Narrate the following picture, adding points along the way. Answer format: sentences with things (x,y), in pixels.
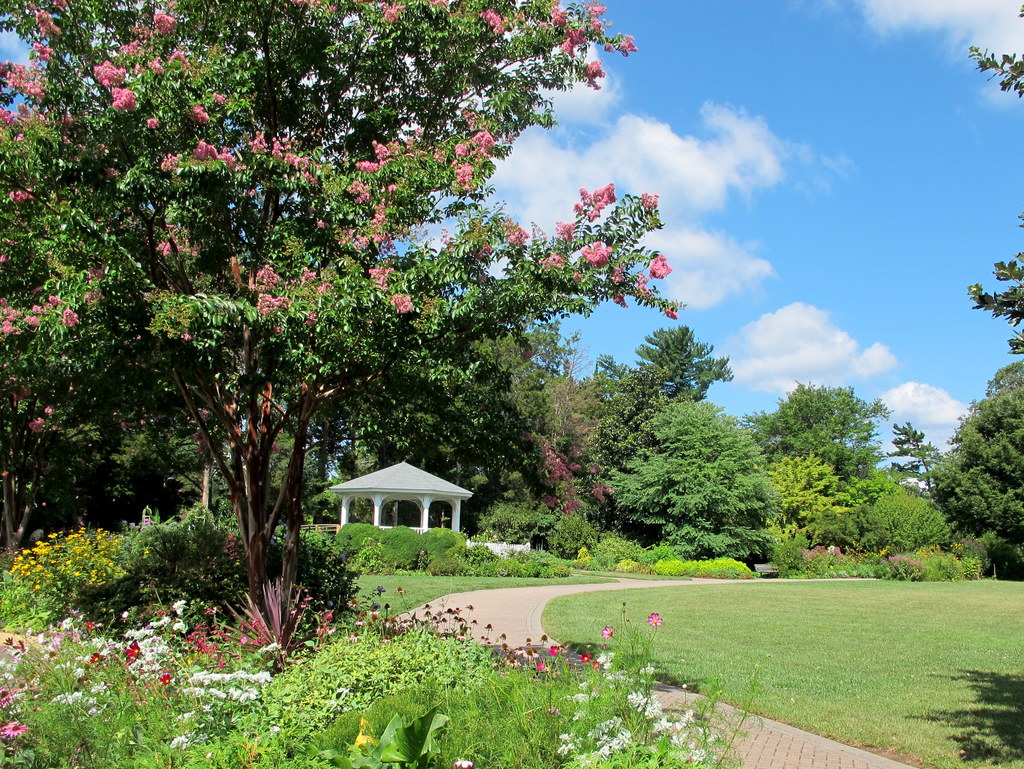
In this image there is a gazebo (410,498), around the gazebo (381,485), there are trees (148,230), plants (112,753), flowers (488,638) and the surface of the grass (757,608). In the background (863,240) there is the sky (850,240).
